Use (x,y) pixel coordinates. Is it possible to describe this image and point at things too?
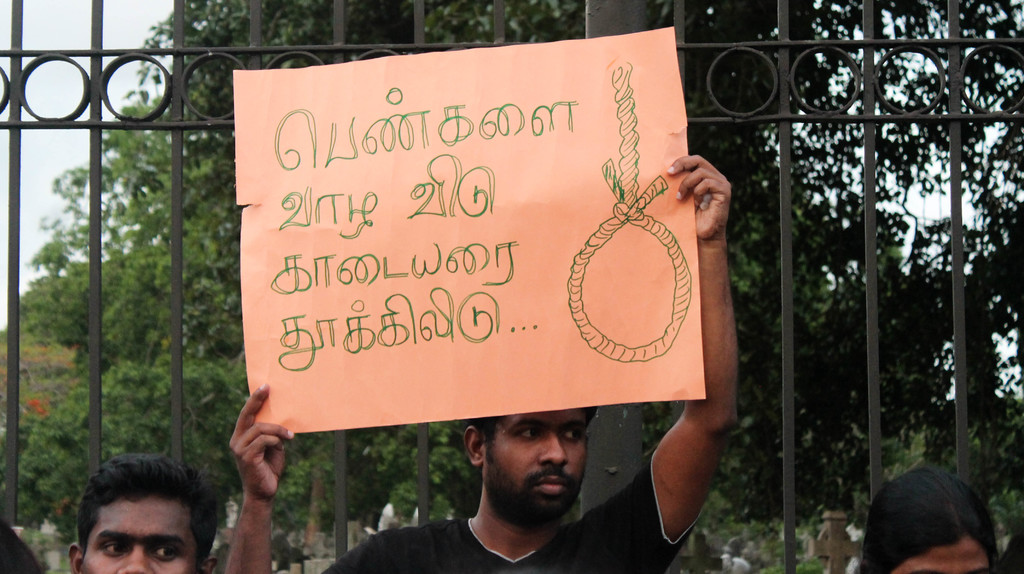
In this image I can see the person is holding the chart (543,153) and something is written on it. I can see few people (964,527), trees (217,35), sky (129,44) and the iron gate (75,128).
